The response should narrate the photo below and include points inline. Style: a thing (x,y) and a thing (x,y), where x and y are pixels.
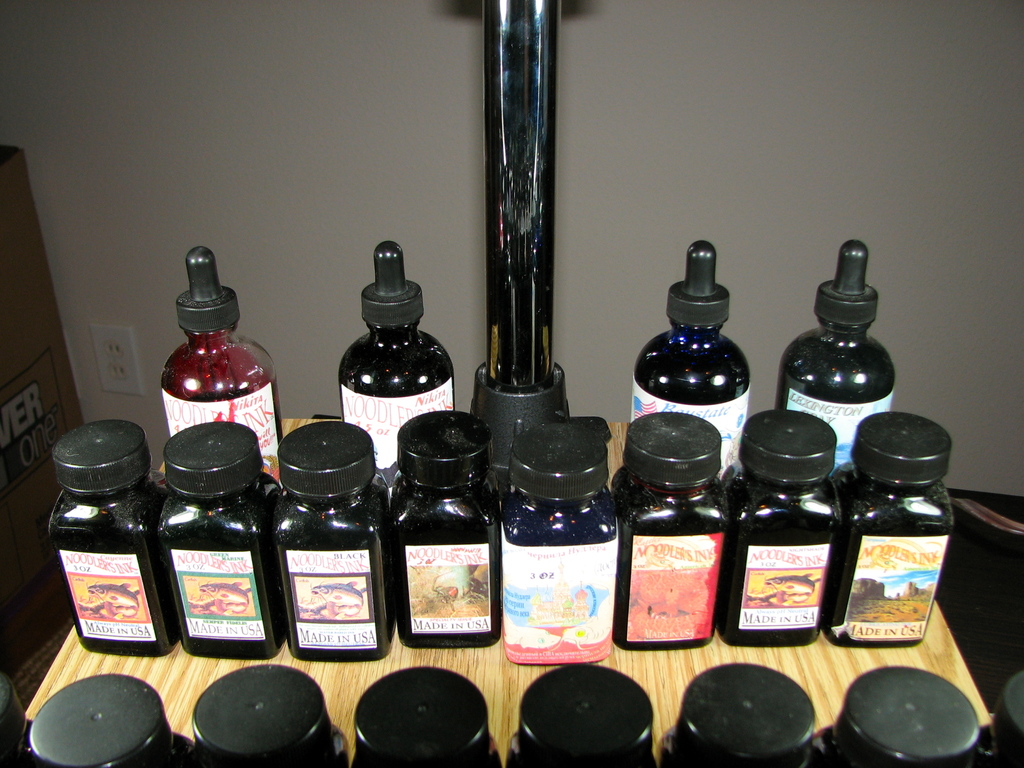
In this image I can see bottles (619,537) on the table (694,656). There are stickers (641,628) attached to them. To the left (38,313) there is a cardboard box (33,398) and the switch board (111,379). In the back (384,162) there's a wall (709,165).
